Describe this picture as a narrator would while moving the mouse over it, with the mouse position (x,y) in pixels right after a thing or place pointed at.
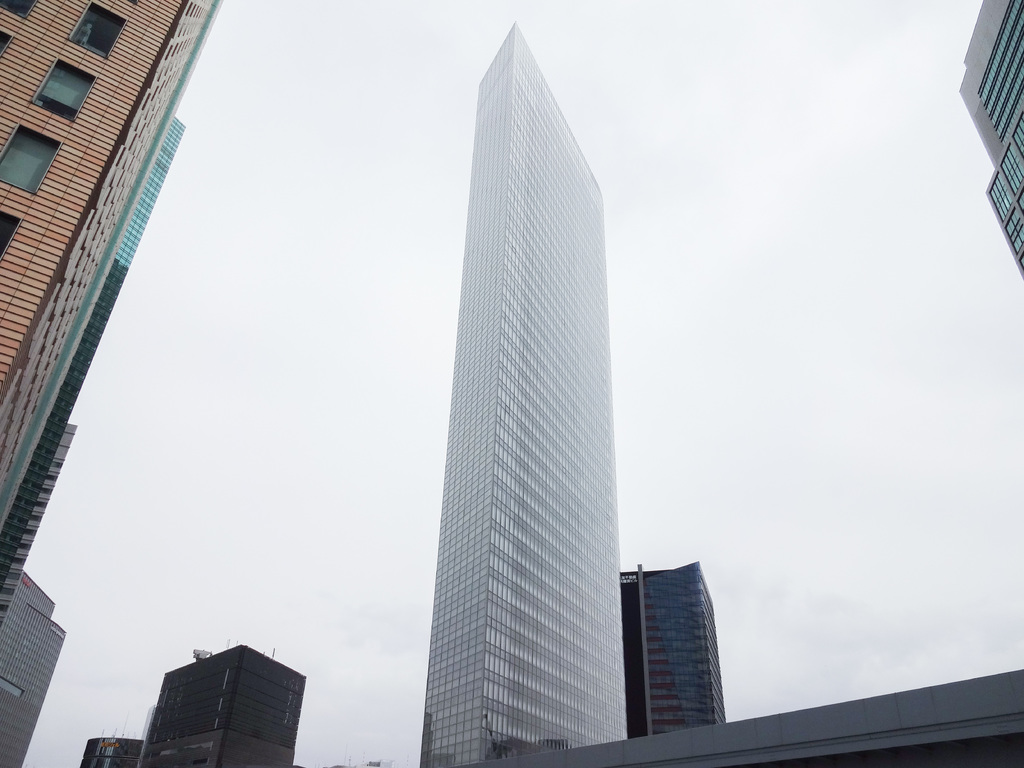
In this image there are buildings (565,542) and the sky (384,371) is cloudy.
